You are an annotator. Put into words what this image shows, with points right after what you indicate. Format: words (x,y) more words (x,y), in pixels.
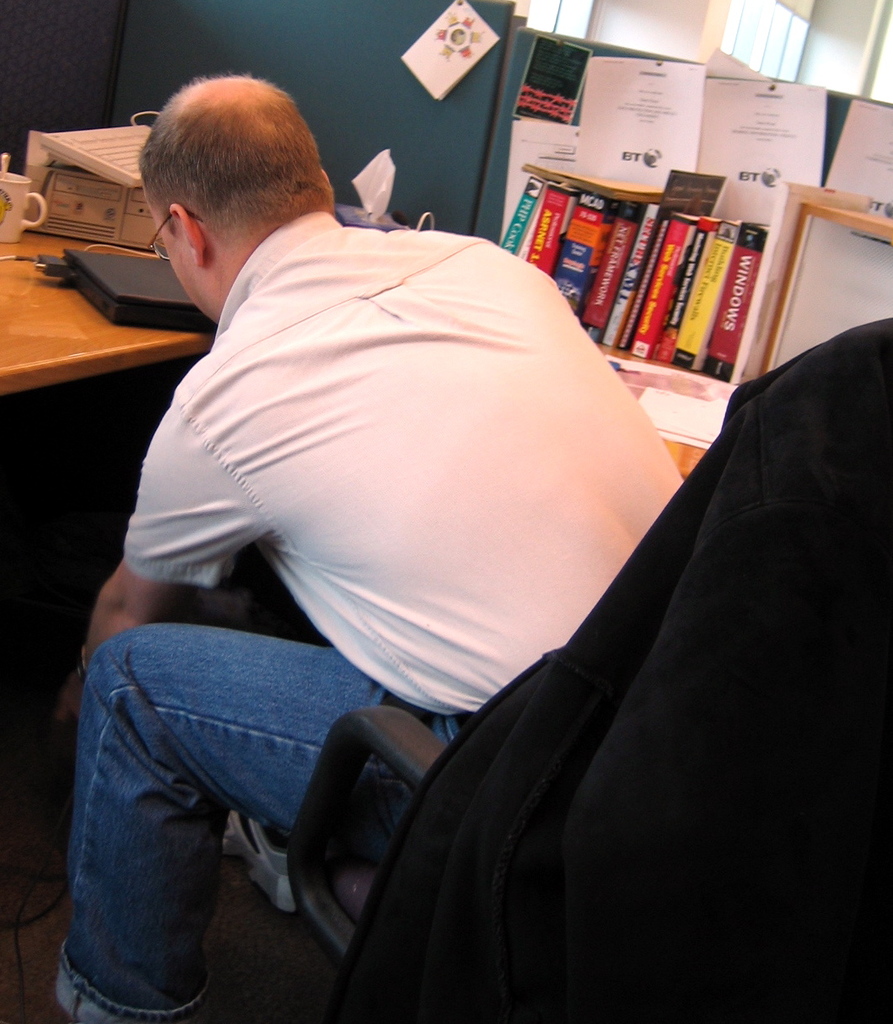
In the middle of the image (515,466) a man (581,368) is sitting on a chair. Top left side of the image (5,284) there is a table (39,280), On the table (8,301) there is a laptop (137,320). Top right side of the image (869,55) there is a bookshelf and there is a wall (715,45).
